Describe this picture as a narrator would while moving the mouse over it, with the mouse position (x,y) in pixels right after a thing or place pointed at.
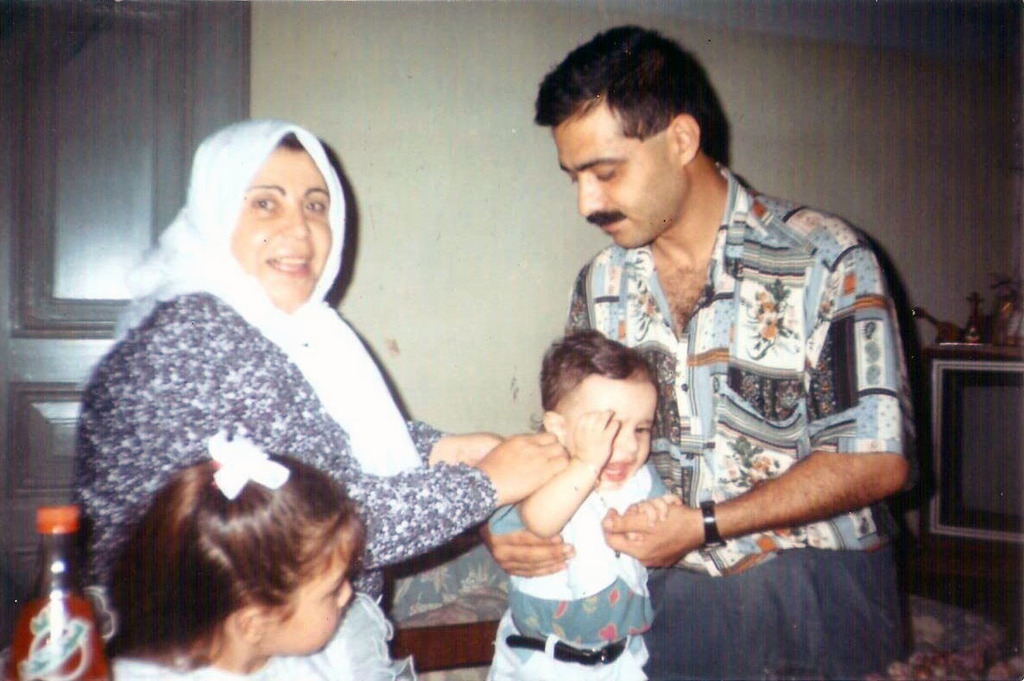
In this image we can see a group of people (676,548). One man (690,580) is holding a baby (589,474) in his hands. To the left side of the image (33,643) we can see a bottle (62,585) with orange cap (62,527). In the background (944,557), we can see a television (982,437) and a door (225,94).
